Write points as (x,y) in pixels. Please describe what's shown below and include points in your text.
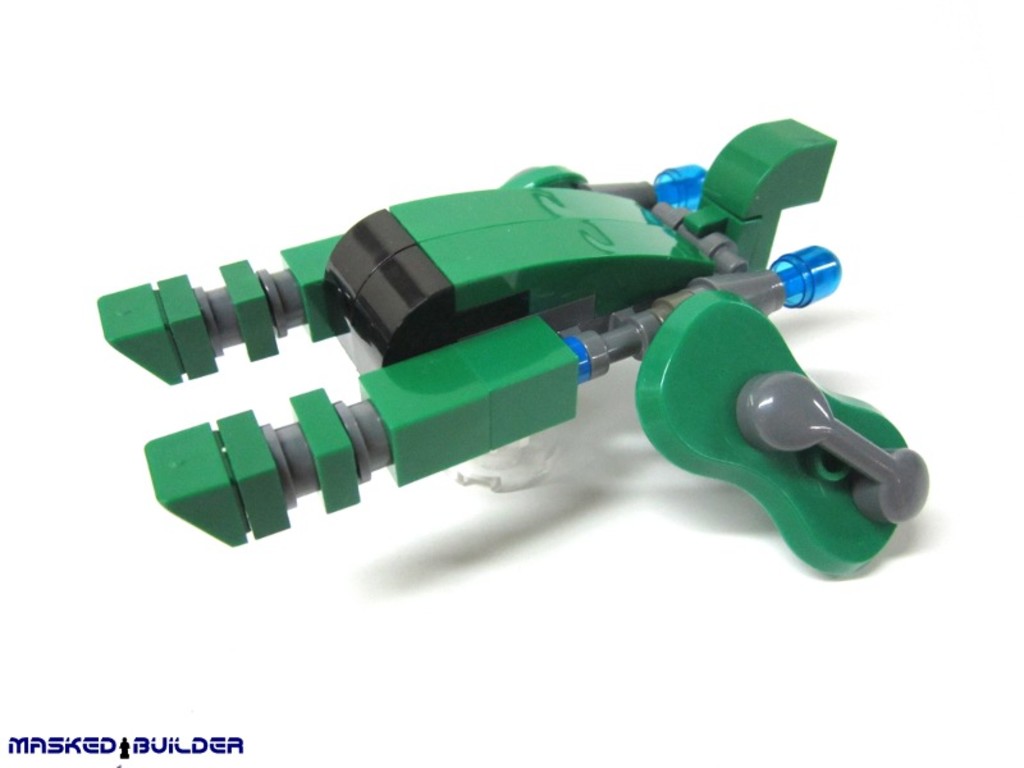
This image consists of a toy (497,440) in green color. It looks like a machine (438,411). At the bottom (194,739), there is a text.
